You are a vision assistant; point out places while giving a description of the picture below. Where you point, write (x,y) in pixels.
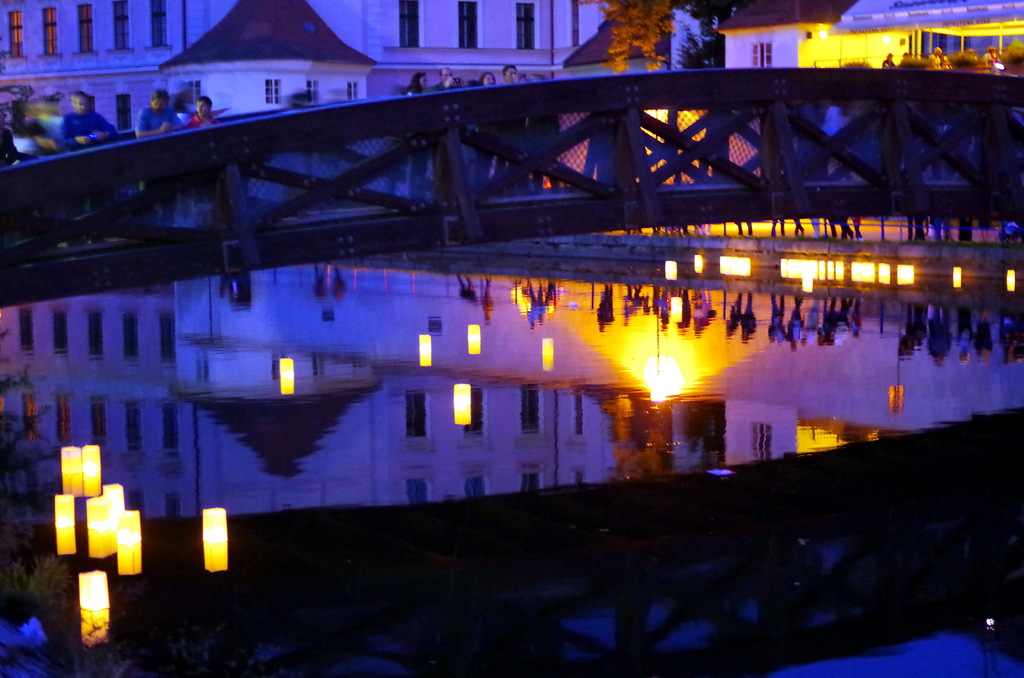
In the image we can see there is water (704,339) and there is a bridge (304,115). People (49,120) are standing on the bridge (312,112) and behind there are buildings (310,50).
